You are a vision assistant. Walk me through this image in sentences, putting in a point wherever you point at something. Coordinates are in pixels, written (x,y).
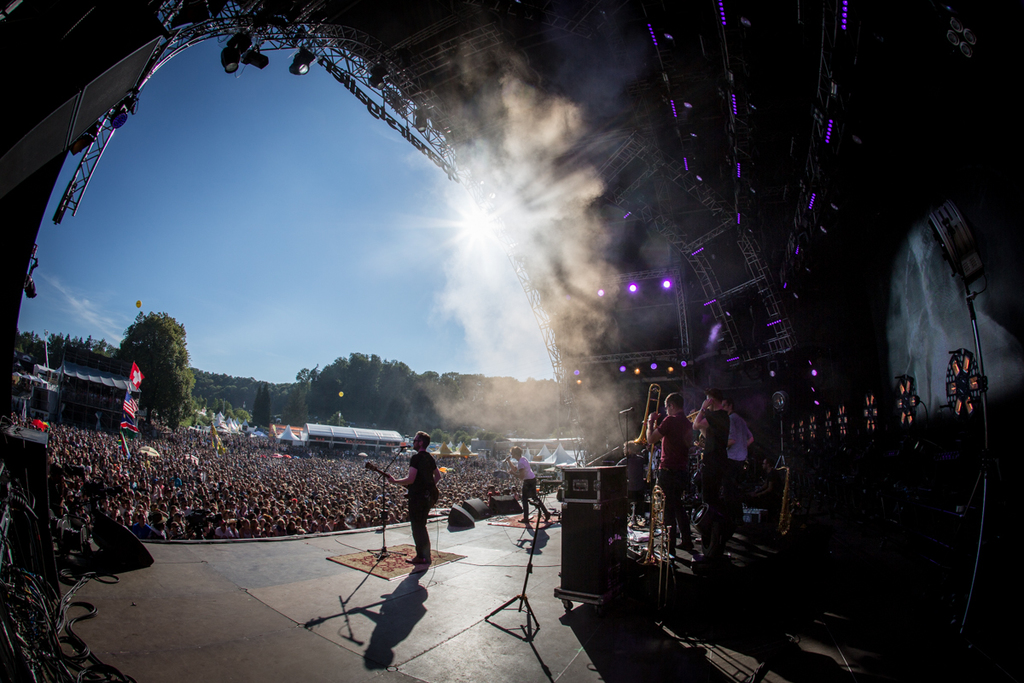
On the right side of the image (720,479) we can see persons (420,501) standing and holding musical instruments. In the background (359,484) we can see crowd (320,493), trees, flags (128,411), tents (340,445), houses (87,394) and sky (217,264). At the top of the image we can see lights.
